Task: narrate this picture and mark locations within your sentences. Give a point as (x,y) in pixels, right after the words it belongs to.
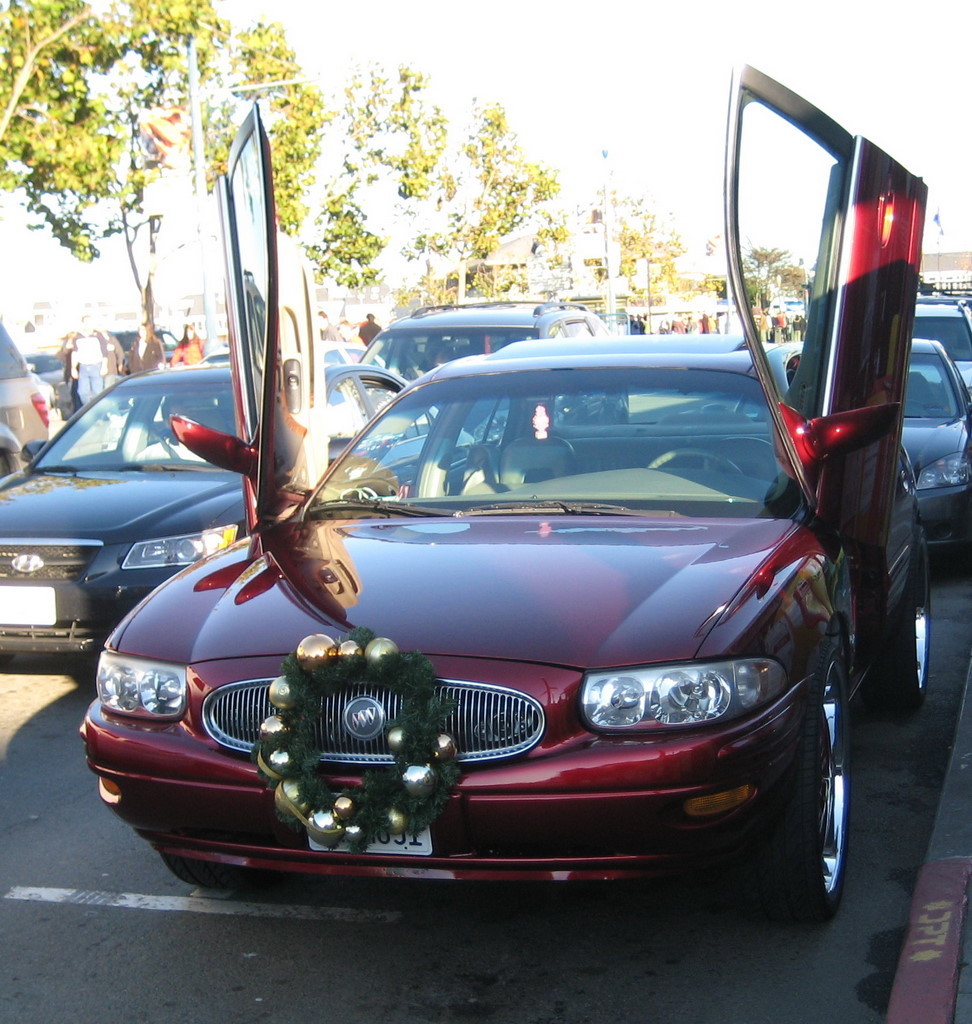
There are vehicles (898,265) in different colors on the road (677,962). In the background (70,365), there are persons (66,351), trees (647,223) and there is sky (472,43).
